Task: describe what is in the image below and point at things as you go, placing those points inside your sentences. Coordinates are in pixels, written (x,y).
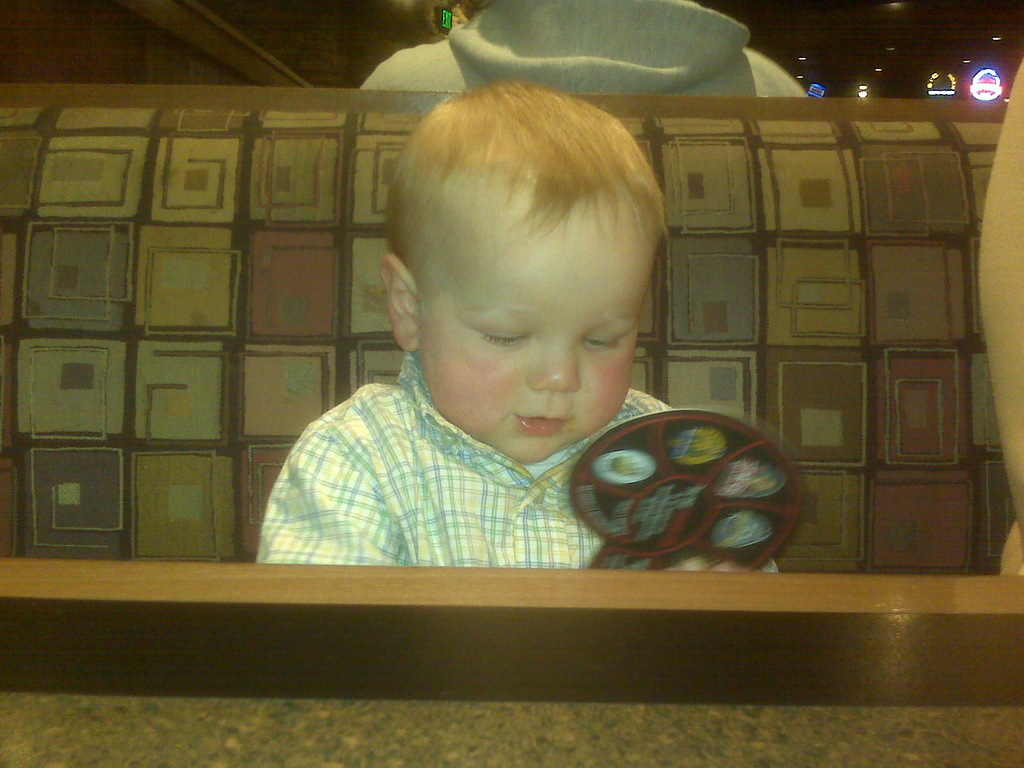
In this picture we can see a kid (513,95) sitting on a sofa (307,391) and playing with something.
